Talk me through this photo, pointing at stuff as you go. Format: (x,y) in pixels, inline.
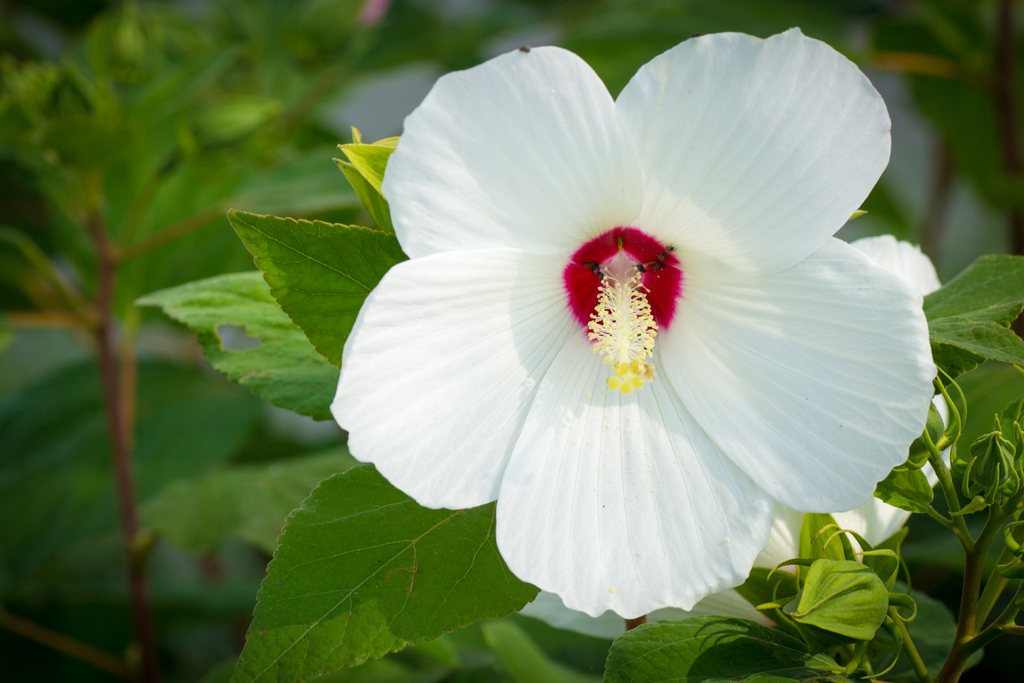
Here we can see a flower (877,301) and leaves (317,548). There is a blur background (941,204).
